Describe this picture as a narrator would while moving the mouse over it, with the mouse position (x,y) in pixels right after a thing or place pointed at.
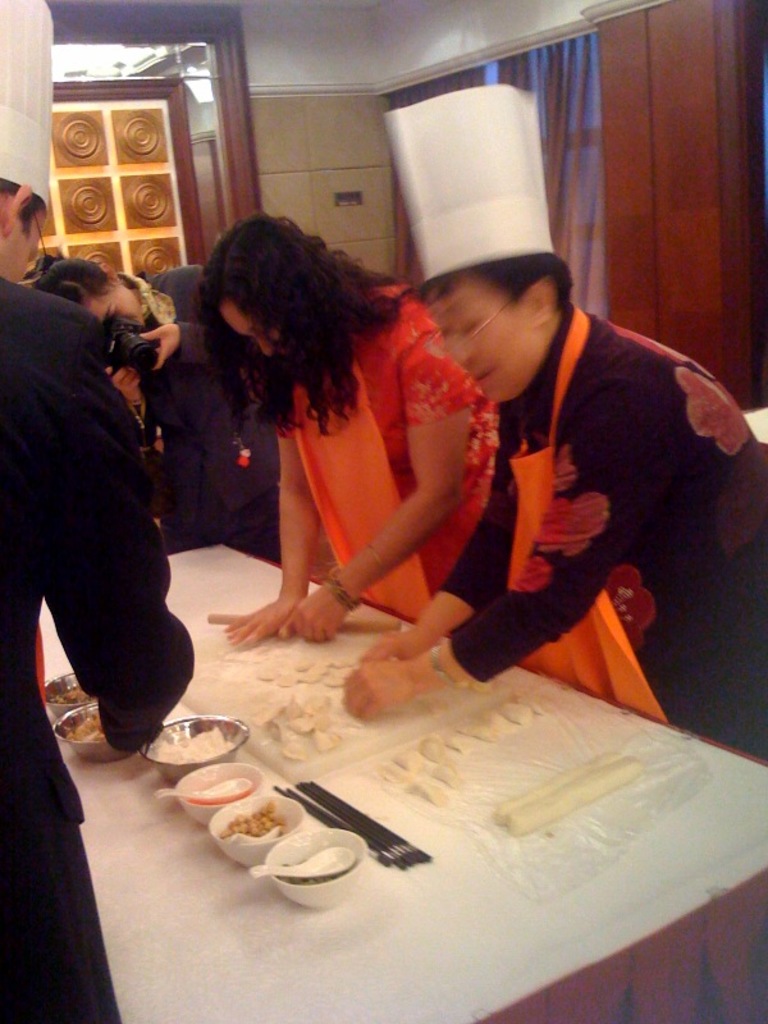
This is a picture of group of people (6,376) standing and preparing some food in the table (251,576) and a woman (152,302) clicking a picture with the camera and in back ground (152,76) there is a door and a curtain (513,73).
